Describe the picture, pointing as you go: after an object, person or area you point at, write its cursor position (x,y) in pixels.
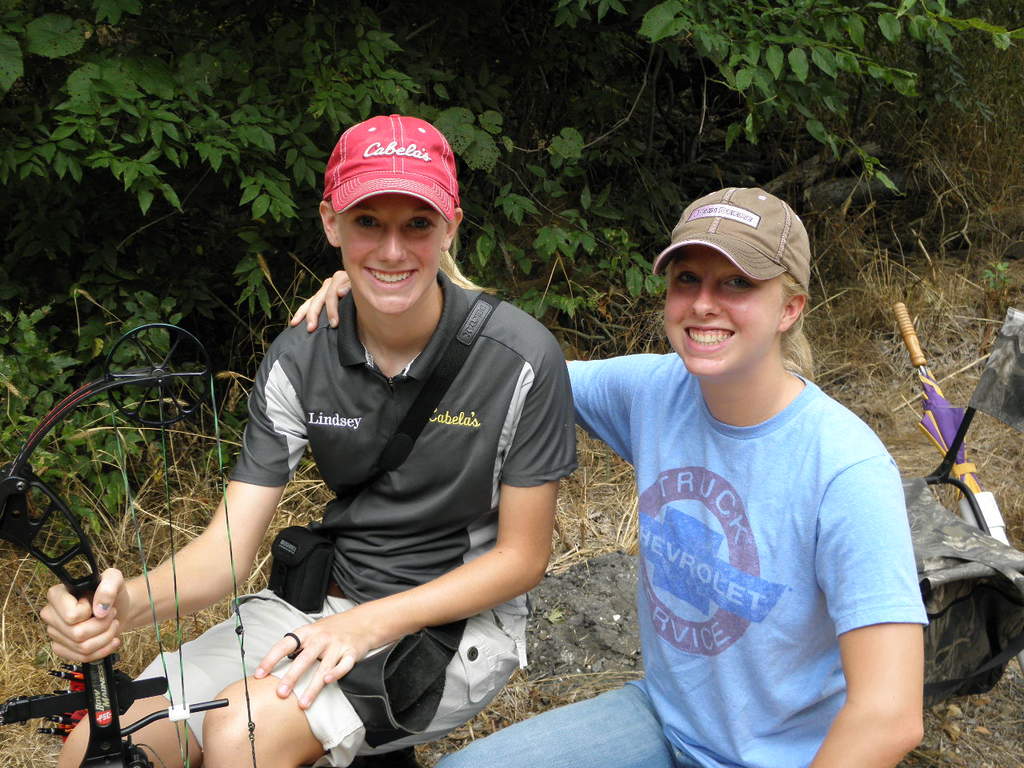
In this picture we can see two girls (220,542) wore caps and sitting and smiling, bag (279,537), arrow (61,673), umbrella (913,364) and an object (959,670) on the ground (555,636) and in the background (931,102) we can see the grass (893,215), trees (694,91).
